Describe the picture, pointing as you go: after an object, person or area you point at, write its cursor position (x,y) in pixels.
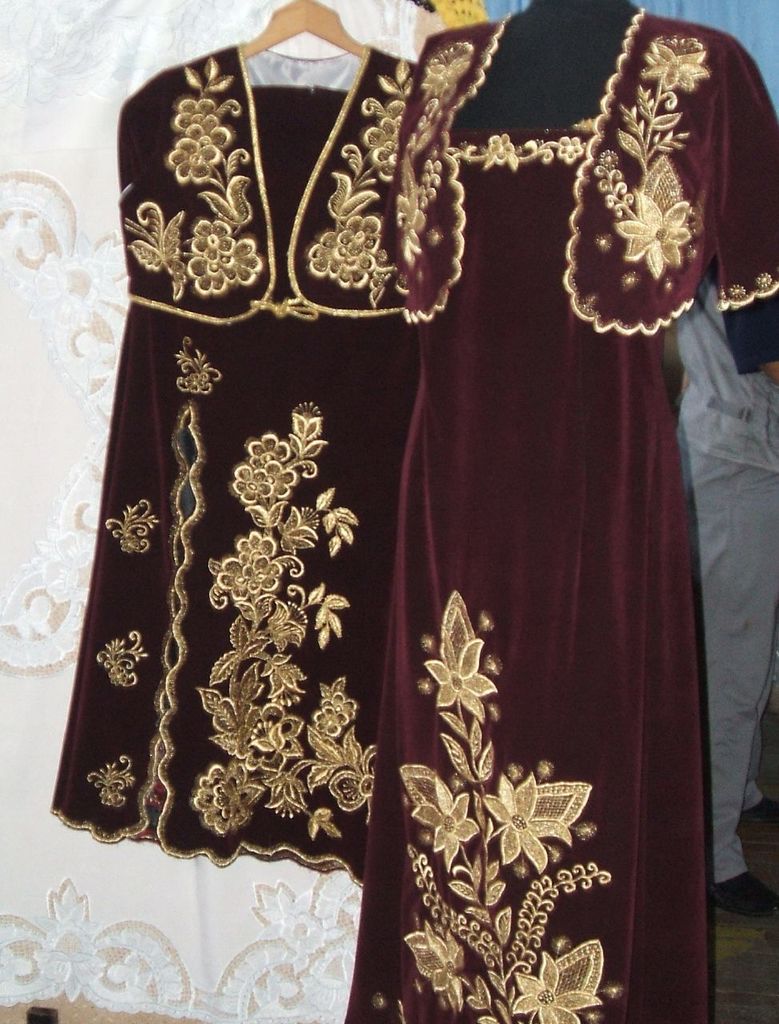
In the center of the image (276,393) we can see dresses (191,494) hanging to the hanger (291,22). On the right (749,340) there is a person (742,483) standing.
